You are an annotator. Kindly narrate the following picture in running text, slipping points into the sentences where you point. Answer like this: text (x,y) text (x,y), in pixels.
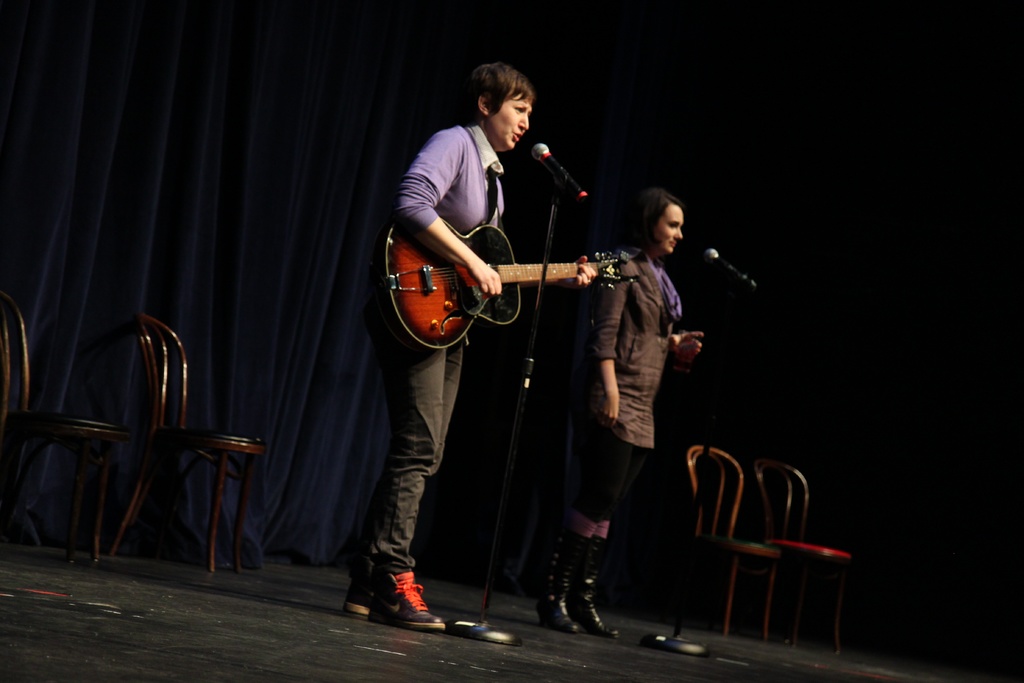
Here we can see a woman (497,123) standing on the stage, and singing and holding a guitar (471,284) in her hands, and at side a woman (667,310) is standing, and in front there is microphone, and at back there are chairs (24,375).
